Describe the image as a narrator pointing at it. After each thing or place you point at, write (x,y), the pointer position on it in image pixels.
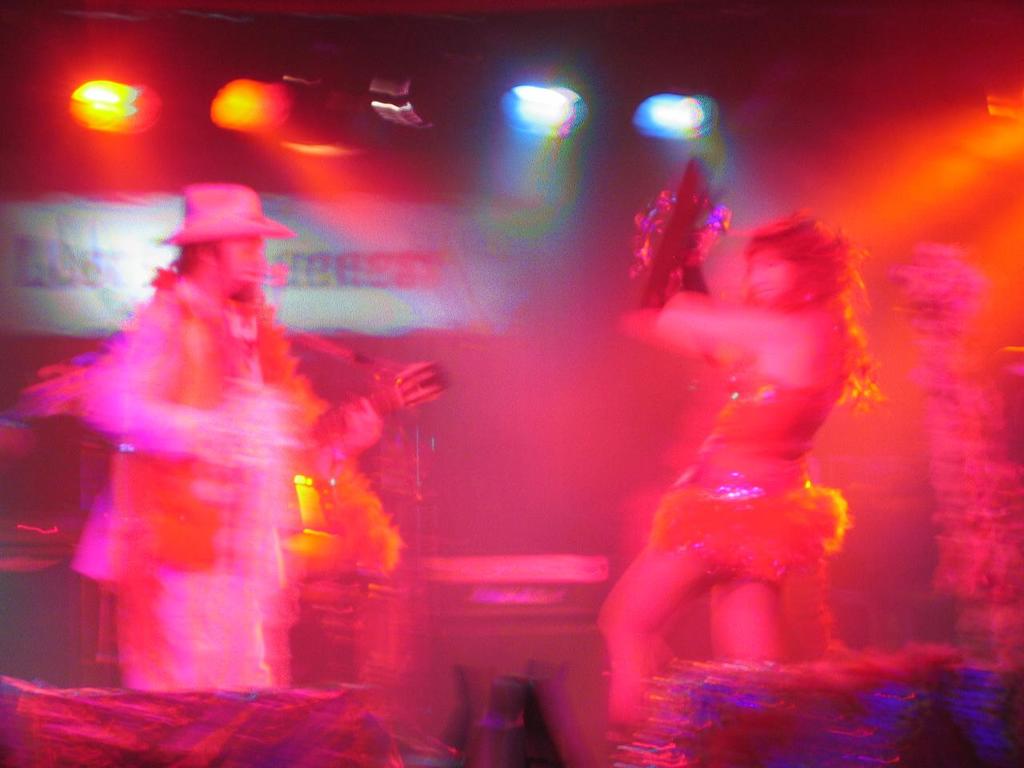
This is an edited image. In this image, we can see a person (216,554) playing a musical instrument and a person (691,311) dancing. In the background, we can see a hoarding (150,234). At the top (129,117), we can see few lights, at the bottom (862,751), we can see some decorations (798,725).
